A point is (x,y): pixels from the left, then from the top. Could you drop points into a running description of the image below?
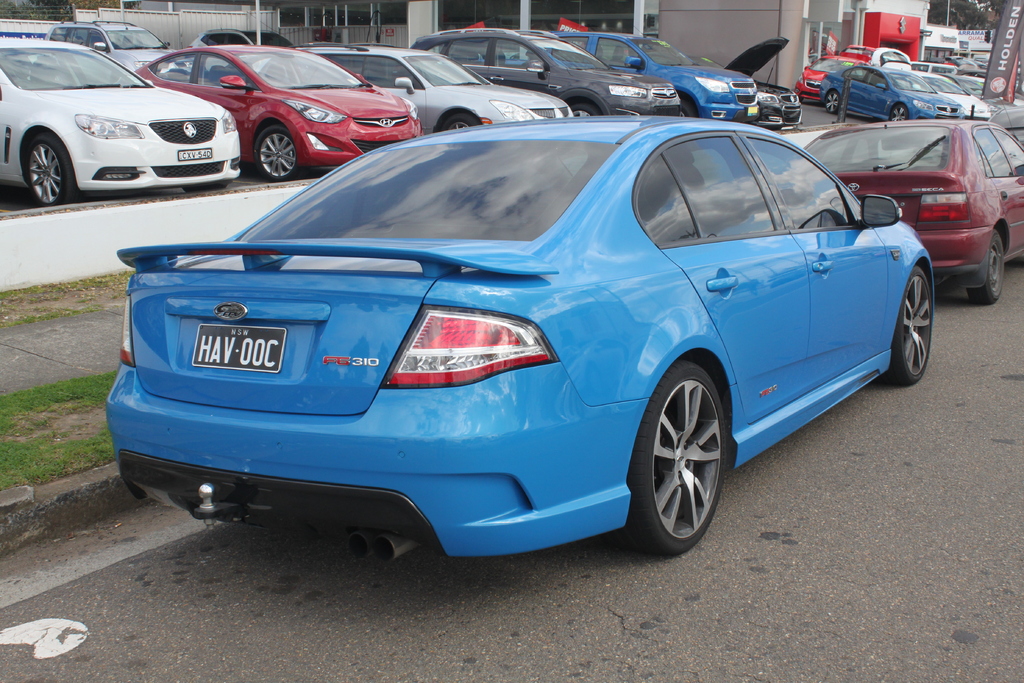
In this image we can see some cars (366,280) parked on the road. We can also see grass (87,432), fence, pole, board (896,16) and trees (937,12).
